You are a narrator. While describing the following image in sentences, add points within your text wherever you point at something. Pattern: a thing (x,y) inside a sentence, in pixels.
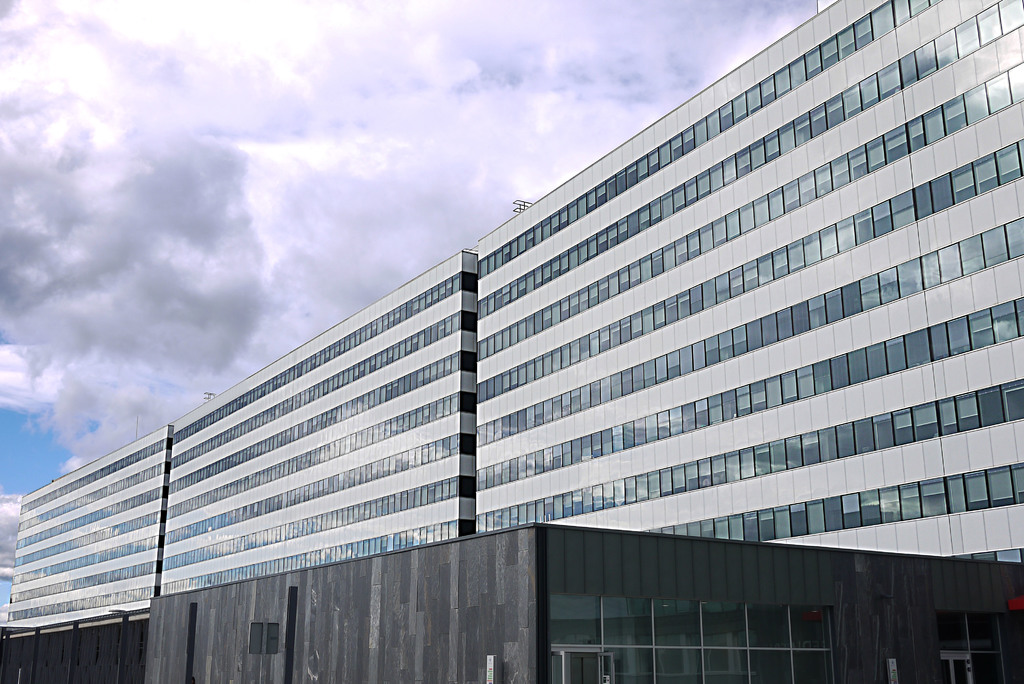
In this image I can see few buildings (296,487) in gray and black color, background (19,240) the sky (306,243) is in white and blue color.
